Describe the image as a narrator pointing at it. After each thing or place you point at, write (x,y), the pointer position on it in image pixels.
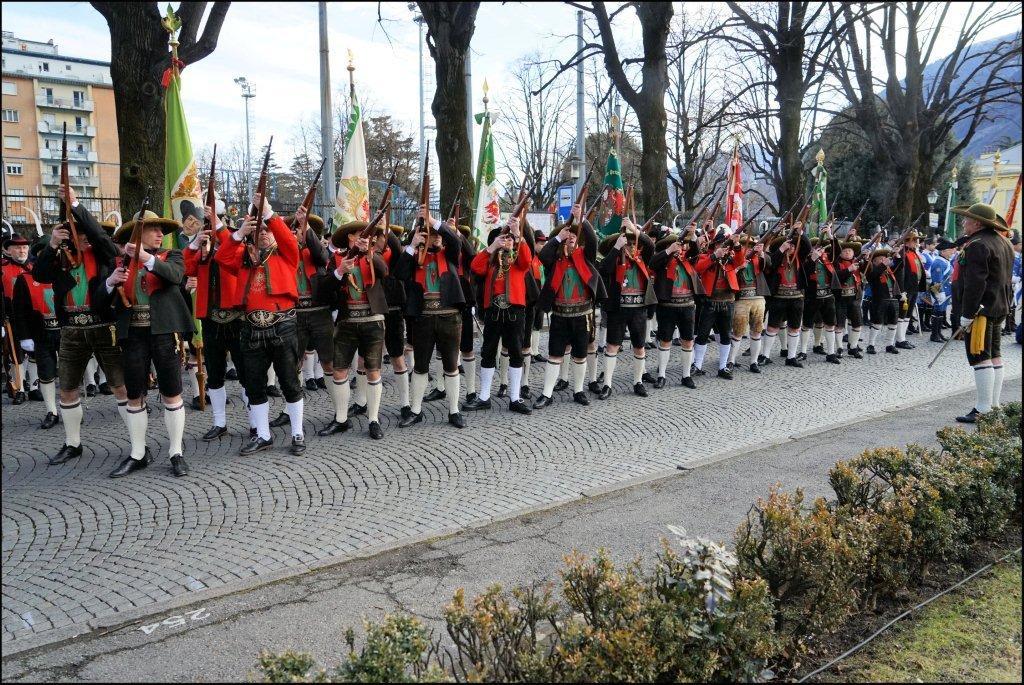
In this image there are people (831,282) standing, holding guns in their hands (248,229), in the background (248,202) there are flags (182,182), trees (406,144), poles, buildings (83,169) and the sky (682,38), in the bottom right (736,582) there are plants (723,629).
